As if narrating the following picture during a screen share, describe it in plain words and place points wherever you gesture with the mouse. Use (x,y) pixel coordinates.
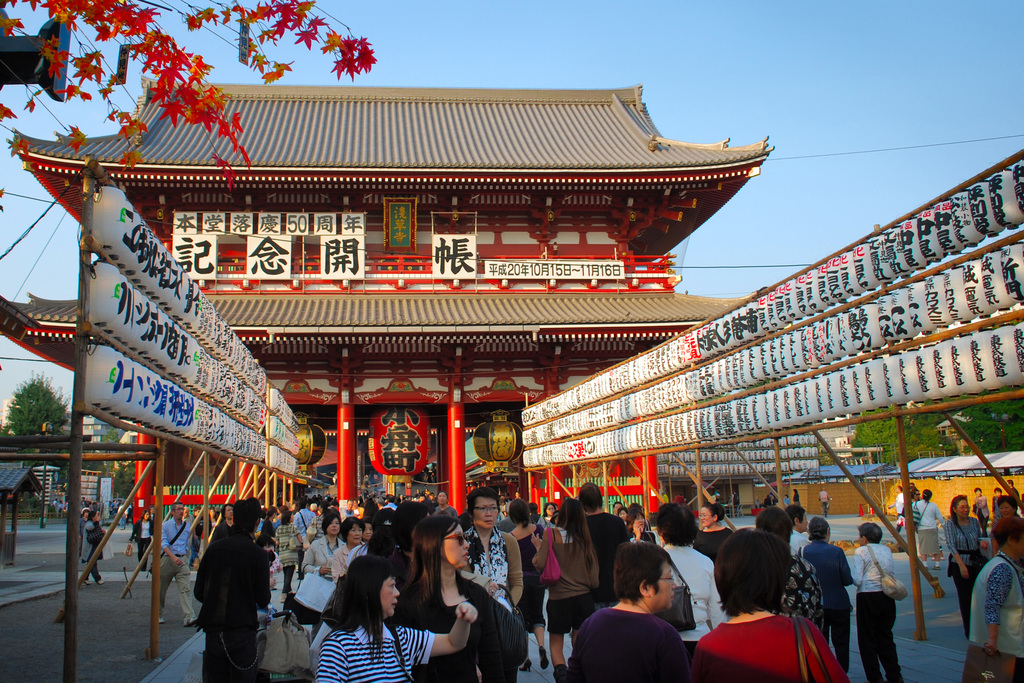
In this image we can see people (387,641) walking. In the background of the image (301,315) there is a house (537,96). There are trees (915,432).
